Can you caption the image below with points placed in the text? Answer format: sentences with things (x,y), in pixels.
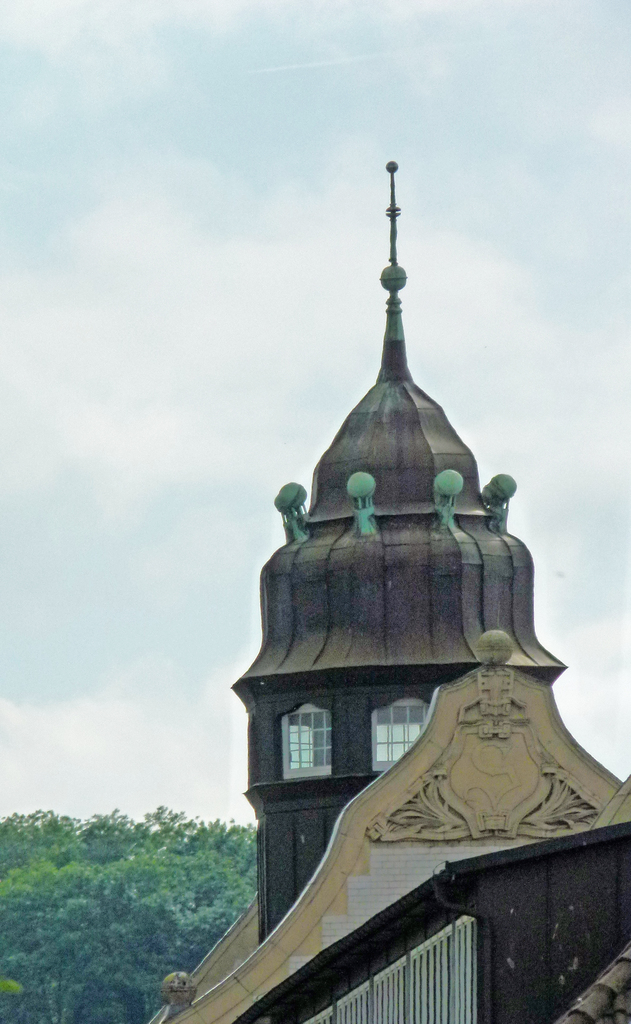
In this image at the bottom (338,735) there is one building (313,786) and some trees (150,893), on the top of the image (426,129) there is sky (486,404).
